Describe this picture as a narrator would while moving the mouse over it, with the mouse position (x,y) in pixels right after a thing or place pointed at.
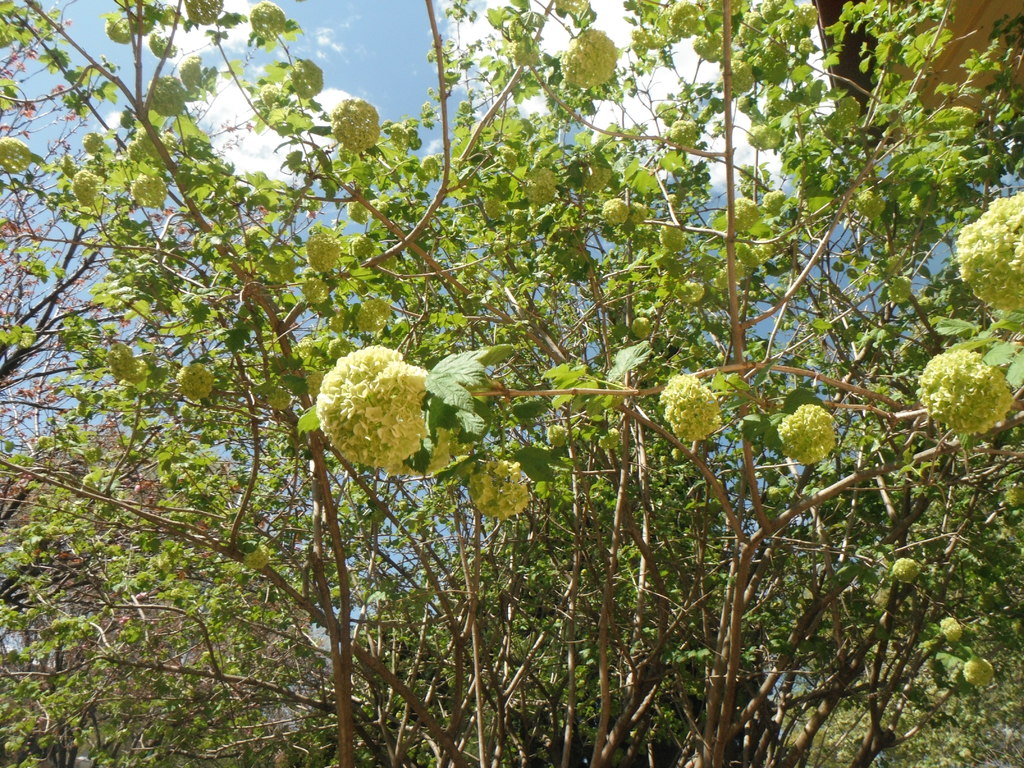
In this picture we can see a few flowers (410,142) on plant (339,141). Sky (412,78) is blue in color and cloudy.
